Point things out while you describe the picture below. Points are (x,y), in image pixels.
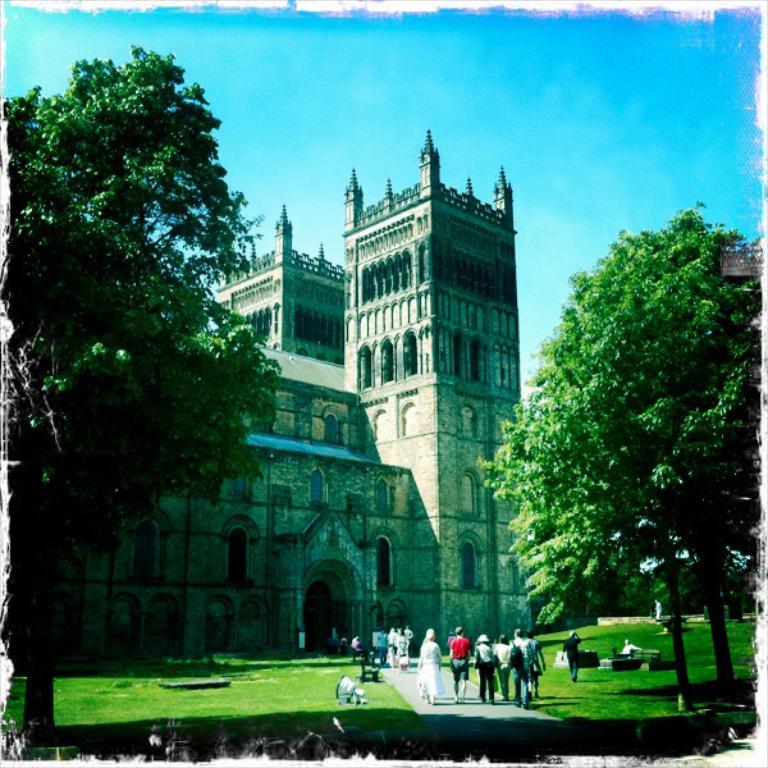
In this image I see a building (345,365) over here and I see number of people (452,670) and I see the grass (392,689) and I see the trees (48,354). In the background (446,35) I see the sky (413,107).
